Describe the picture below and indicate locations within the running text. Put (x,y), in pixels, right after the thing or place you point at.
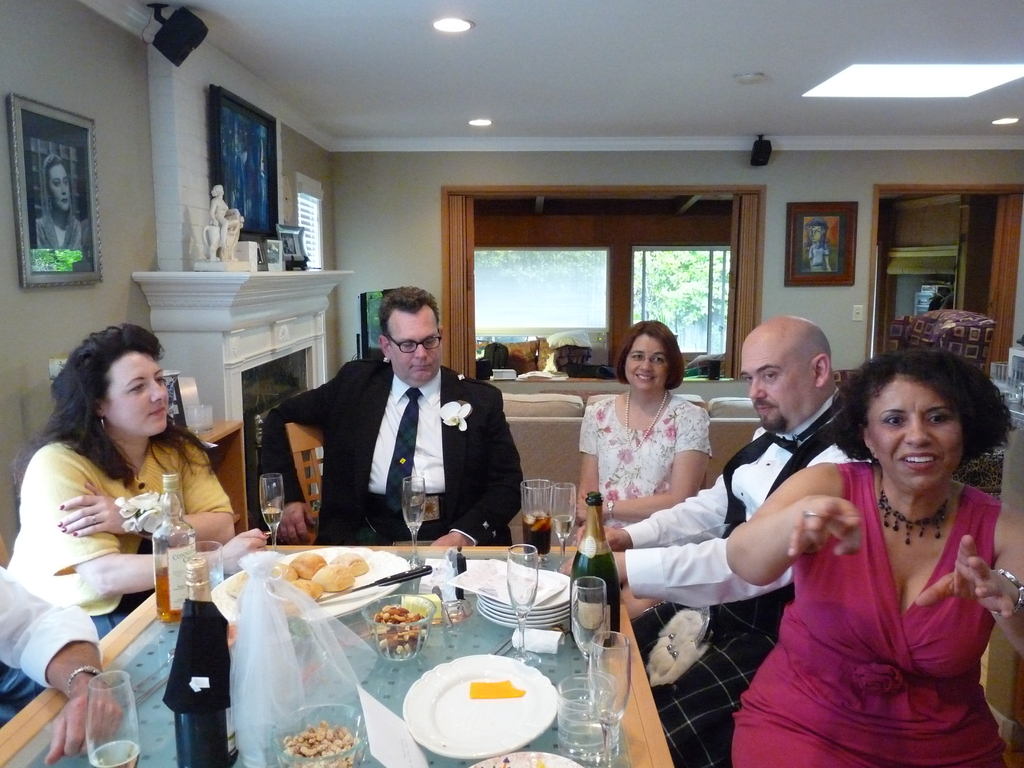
This picture is of inside the room (622,314). On the right (937,625) there is a woman (903,503) wearing pink color dress (877,581), smiling and sitting on the chair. There is a man (780,391) and another woman (646,411) wearing white color dress (652,435), smiling and sitting on the chairs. In the center (426,358) there is a man (436,435) wearing suit (328,392) and sitting on the chair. On the left (145,410) there is a woman (139,465) wearing yellow color t-shirt (73,485) and sitting on the chair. In the center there is a table (447,646) on the top of which food items (343,580), plates (543,618), glasses (624,672) and bottles (170,566) are placed. In the top left (274,250) there is a fire place (236,323) on the top of which sculpture (237,240) and some show pieces (287,248) are placed. In the background (616,195) we can see the window (603,255), couch (559,410), curtain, door (973,251), wall (816,166), picture frames (223,142) hanging on the wall (812,153) and tree (697,283) through the window (581,293).
